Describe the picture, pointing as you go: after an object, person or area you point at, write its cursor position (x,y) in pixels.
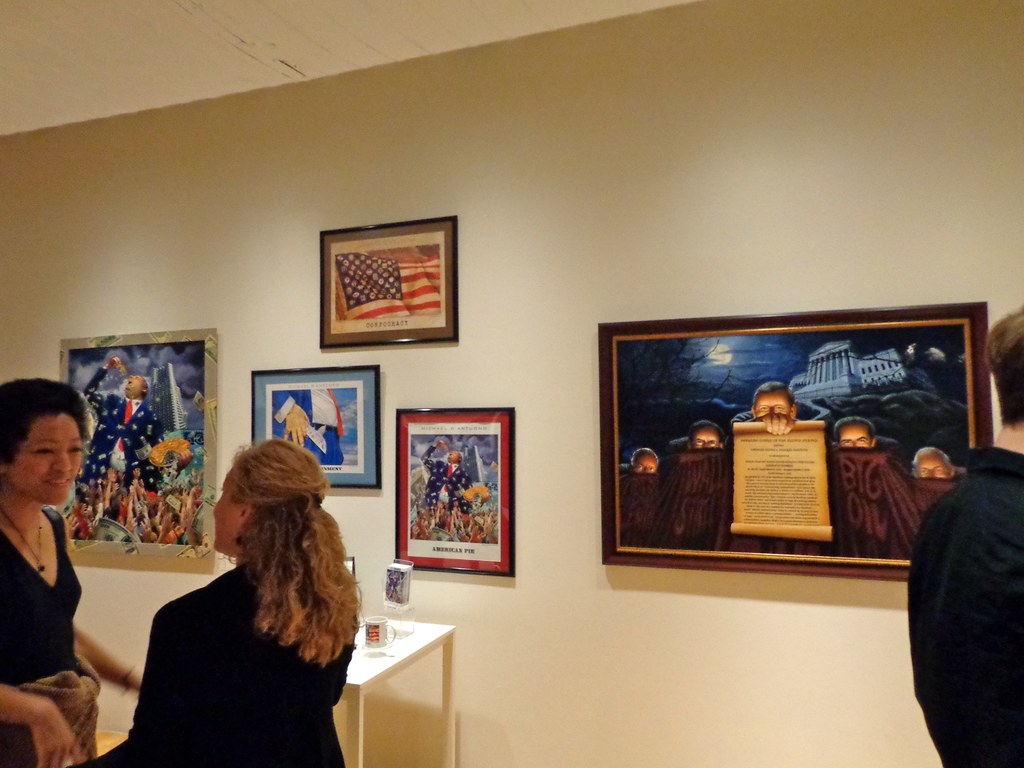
In the foreground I can see three persons (227,494) are standing on the floor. In the background (405,659) I can see a table (405,646) and wall paintings (607,456) on the wall (534,193). This image is taken in a hall (665,605).
